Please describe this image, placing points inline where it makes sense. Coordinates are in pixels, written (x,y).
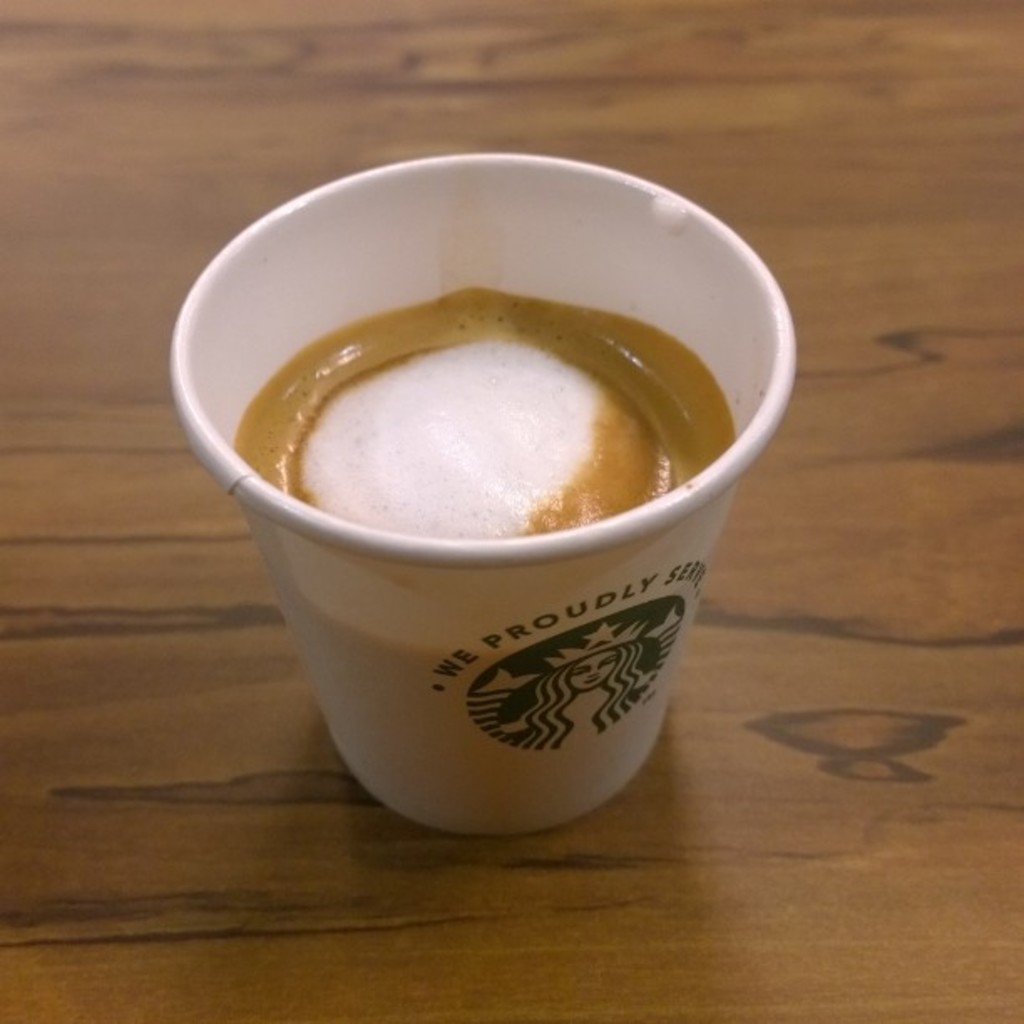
In the center of the image (570,358), we can see a cup (358,296) with coffee (355,504) and at the bottom (718,761), there is a table (797,709).
